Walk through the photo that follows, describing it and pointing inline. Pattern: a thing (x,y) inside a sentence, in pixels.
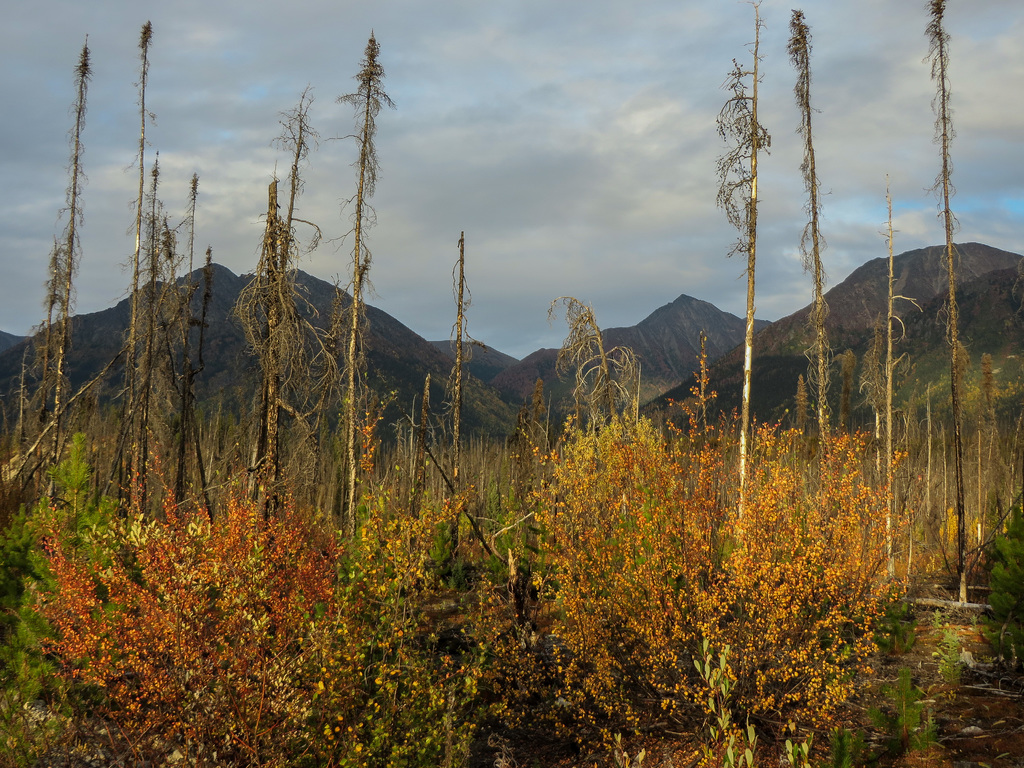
In this image we can see trees (528,468) and plants (392,546). In the background (737,389) there are hills (542,364), sky (535,207) and clouds (530,175).
